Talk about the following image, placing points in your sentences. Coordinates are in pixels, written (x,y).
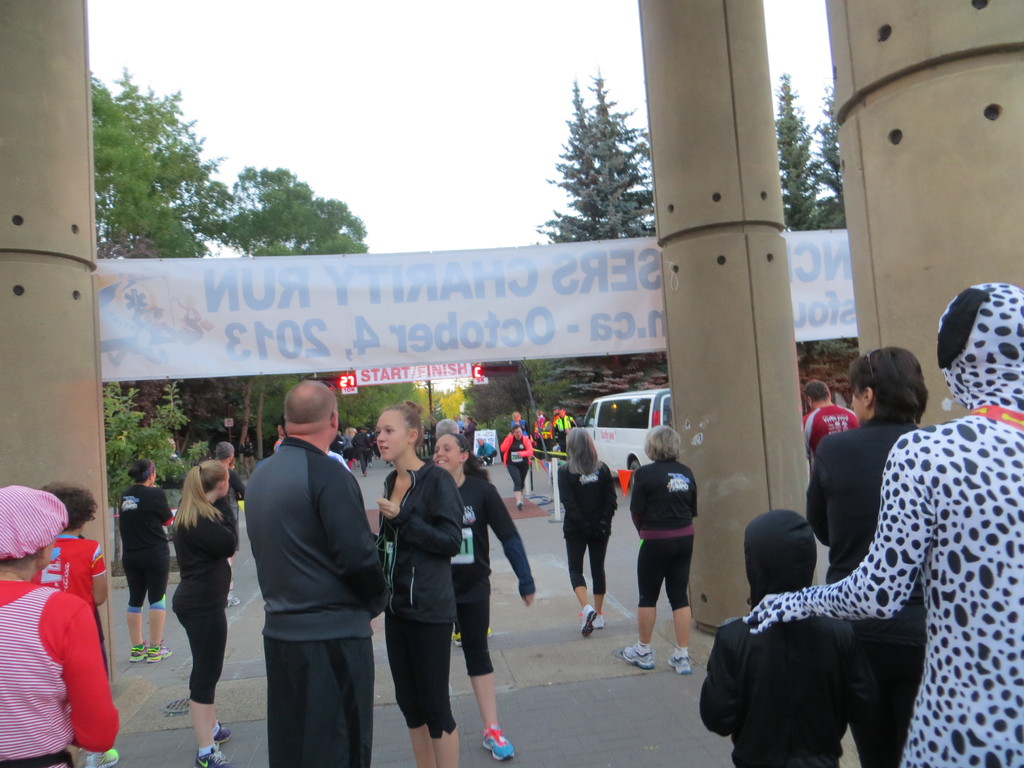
In this picture there is a woman (441,565) wearing a black jacket (440,614) and track (432,682) standing and talking to the man (327,591). Behind there are three brown pillars (987,183) with white banner (274,327) hanging on it. In the background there are some girls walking on the road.
